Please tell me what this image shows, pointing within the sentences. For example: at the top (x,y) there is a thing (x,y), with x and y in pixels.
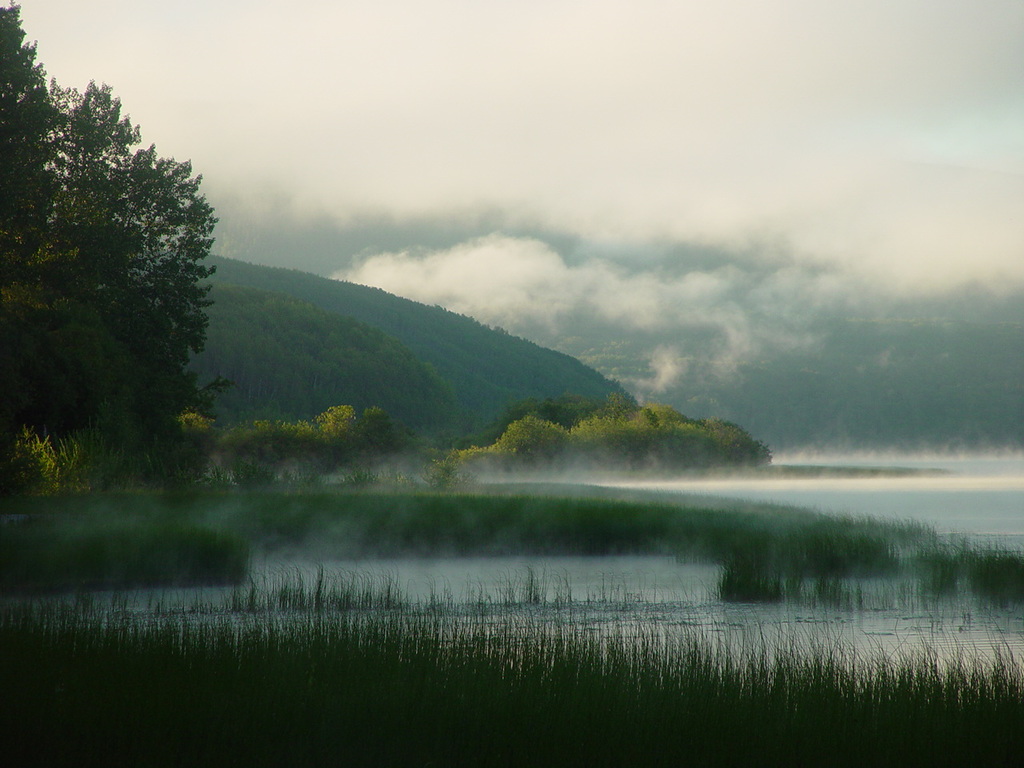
In the foreground of the picture (716,578) there is a water body (564,604). In the water (492,564) there are weed plants (61,578). On the left (10,287) there are trees (10,287). In the center of the picture (433,353) there are trees (300,355) and hills (360,300). At the top (596,79) it is fog (613,170).
